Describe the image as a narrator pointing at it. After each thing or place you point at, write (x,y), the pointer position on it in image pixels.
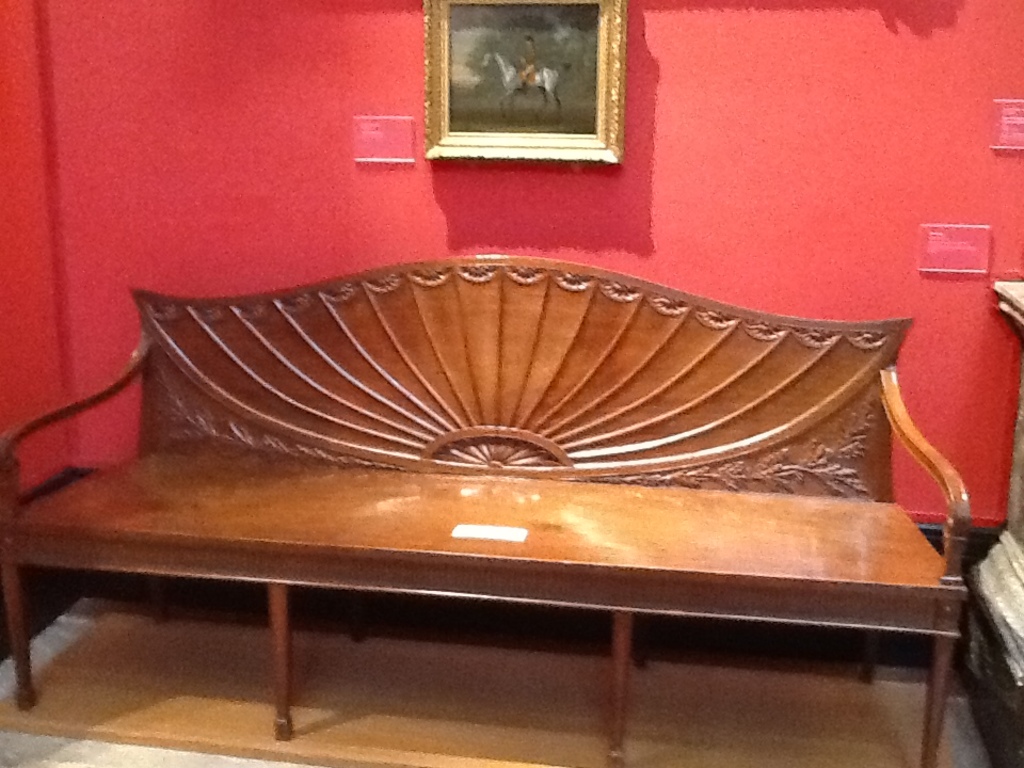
In the foreground of the image (903,679), there is a sofa (953,639) made up of wood (721,514) is kept on the floor (554,681). The background wall (289,225) is red in color, on which photo frame (620,8) is mounted. In the right bottom (991,666), there is a table (1017,284) which is half visible. This image is taken inside a room (596,340).
